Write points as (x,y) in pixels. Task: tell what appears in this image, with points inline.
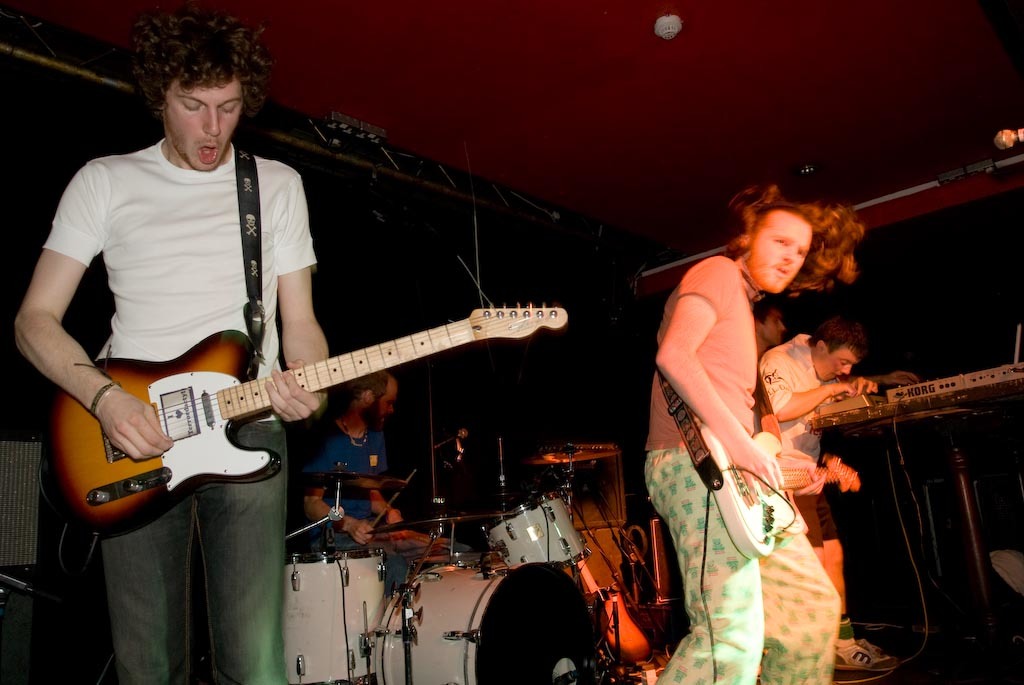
In this image there are musicians (755,368) who are playing the guitar (178,430) with their hands (111,411). In the foreground (706,635) there are two people (727,395) who are playing the guitar (739,495). In the background (356,443) there is one person (352,465) sitting and playing the drums (532,534). To the right side (811,360) there is a man (836,364) who is playing the keyboard (843,406).
